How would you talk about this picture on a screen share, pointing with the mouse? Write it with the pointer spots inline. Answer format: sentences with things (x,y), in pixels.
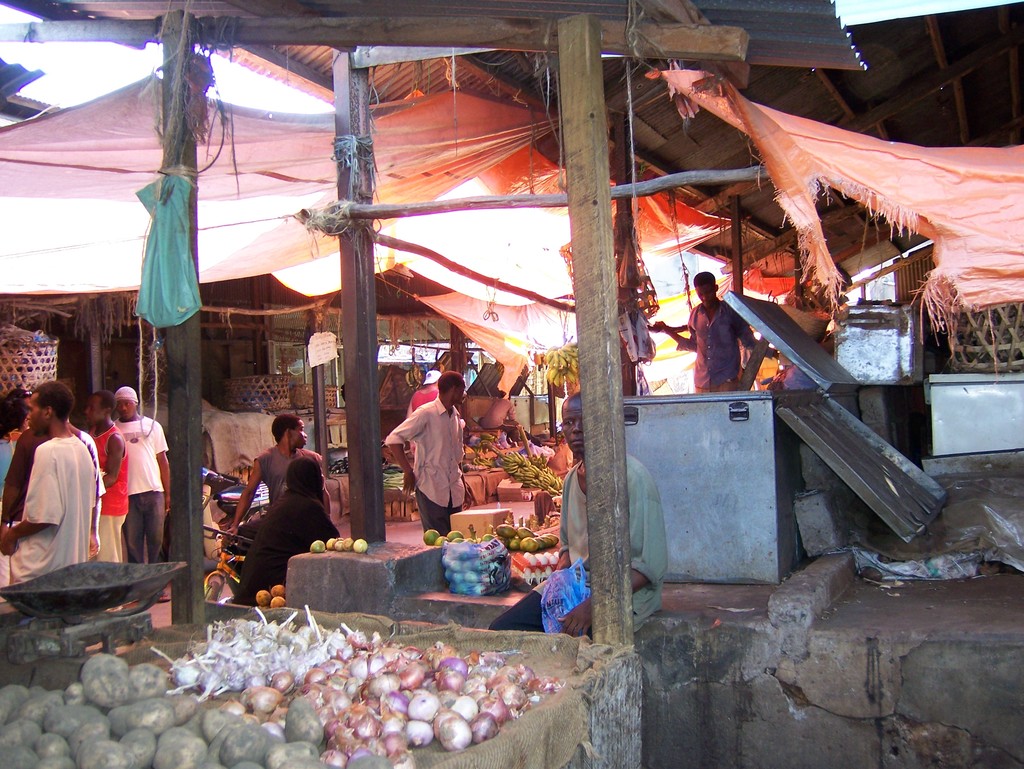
A picture of a vegetable and fruit market (518,502). Here we can see people (22,411), container (675,438), onions (466,683), garlic (245,675), potatoes (258,733), weighing machine (71,606), eggs (542,576), bananas (529,464) and other vegetables (527,542).
